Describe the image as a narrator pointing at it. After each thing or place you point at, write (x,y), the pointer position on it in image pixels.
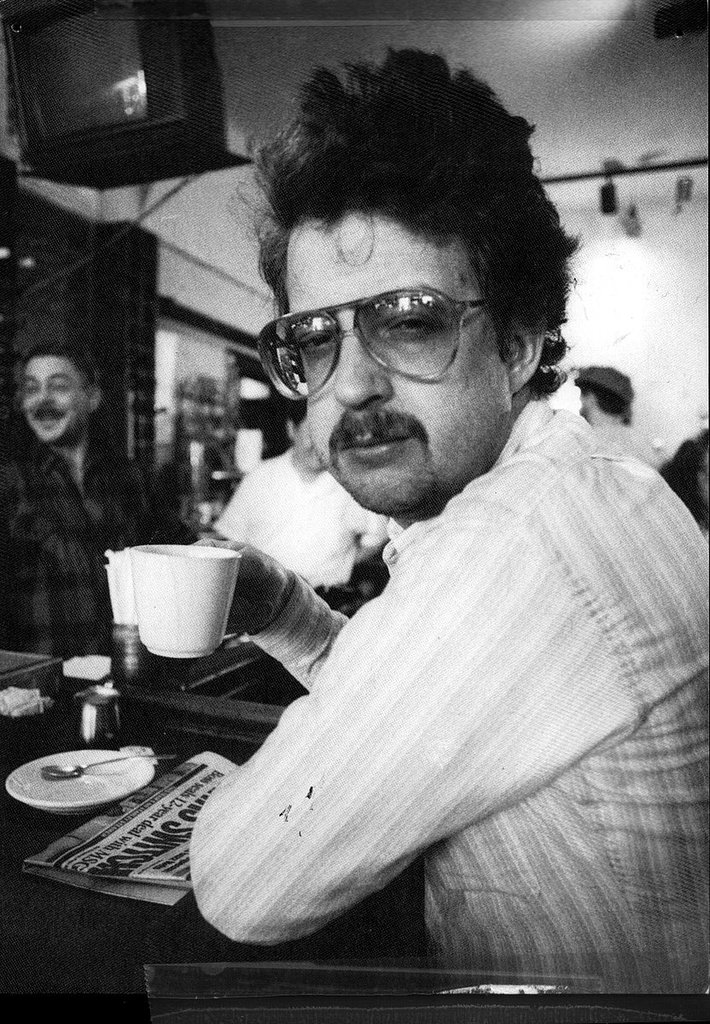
On the right side (522,434) a man (495,471) sitting on a chair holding a cup (188,621). On the left side (76,498) another man (78,450) sitting and in the middle (282,488) another man (292,494) with white shirt (313,505). On the top left side (126,102), we can see a Tv (111,104). In the background (172,353) white color wall (611,336) is there. On the table (9,815) we can see a saucer (90,788) with a spoon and a newspaper (163,792).
